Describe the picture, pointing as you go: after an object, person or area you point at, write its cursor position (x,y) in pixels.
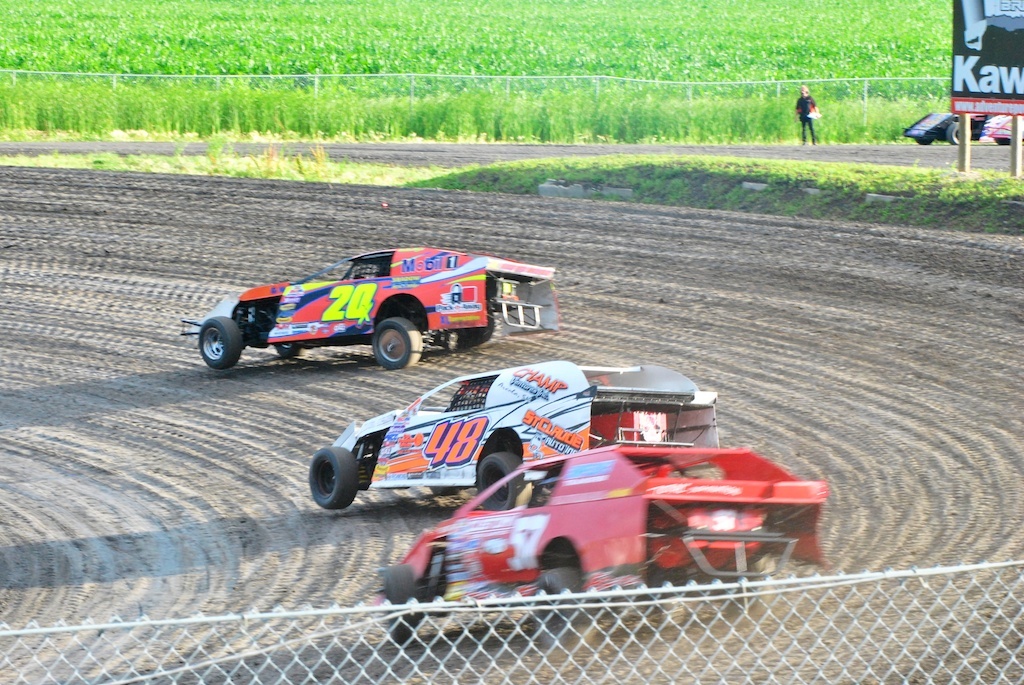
In the center of the image (371,342) we can see cars (639,538) on the plow land (777,440). At the bottom (926,594) there is a fence (729,655). In the background (163,102) there are fields (444,82). On the right (989,102) there is a lady (804,112) standing and we can see a board (987,89).
